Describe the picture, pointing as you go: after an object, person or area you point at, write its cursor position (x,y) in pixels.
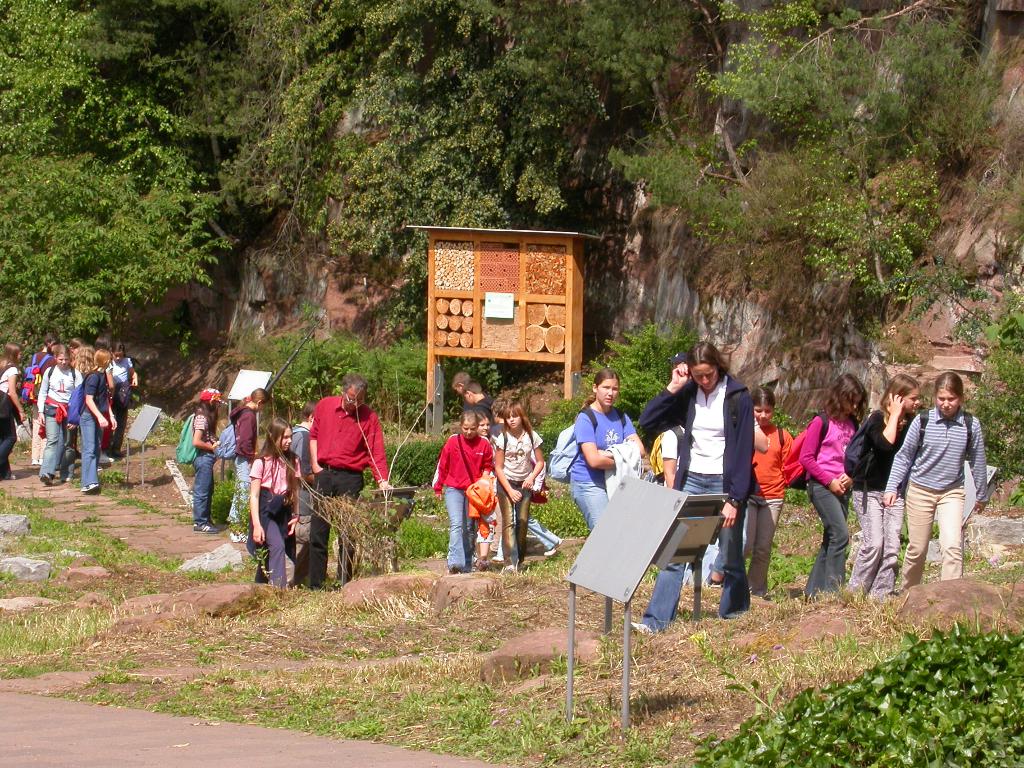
In this picture in the center (368,428) there are persons (742,451) walking. There is grass (254,636) on the ground (497,587) and there is a board (648,541) which is grey in colour. In the background (190,148) there are trees (331,143) and there is a wooden stand (494,279).
